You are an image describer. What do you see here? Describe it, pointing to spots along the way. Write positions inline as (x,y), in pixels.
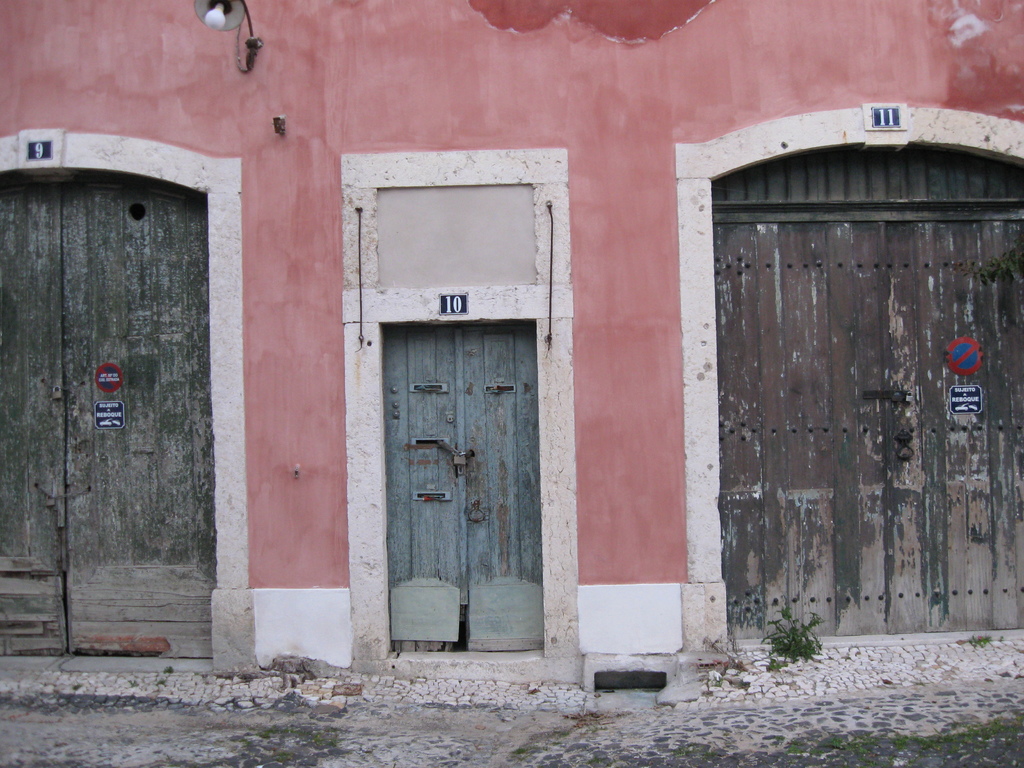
In the picture we can see a house wall (228,131) with three doors (898,601) to it, two are big and one is small and to the wall (236,116) we can see a lamp (231,19).
